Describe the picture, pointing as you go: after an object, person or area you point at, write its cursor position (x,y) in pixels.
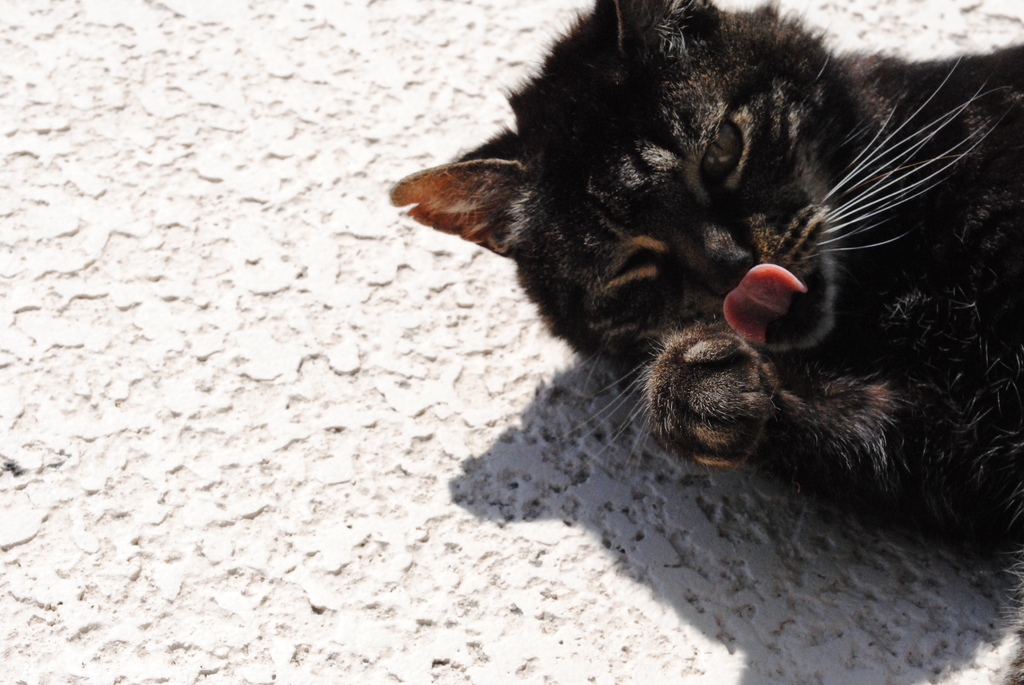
In the image there is a black cat (687,146) and there is a white surface (368,247) around the cat (860,484).
